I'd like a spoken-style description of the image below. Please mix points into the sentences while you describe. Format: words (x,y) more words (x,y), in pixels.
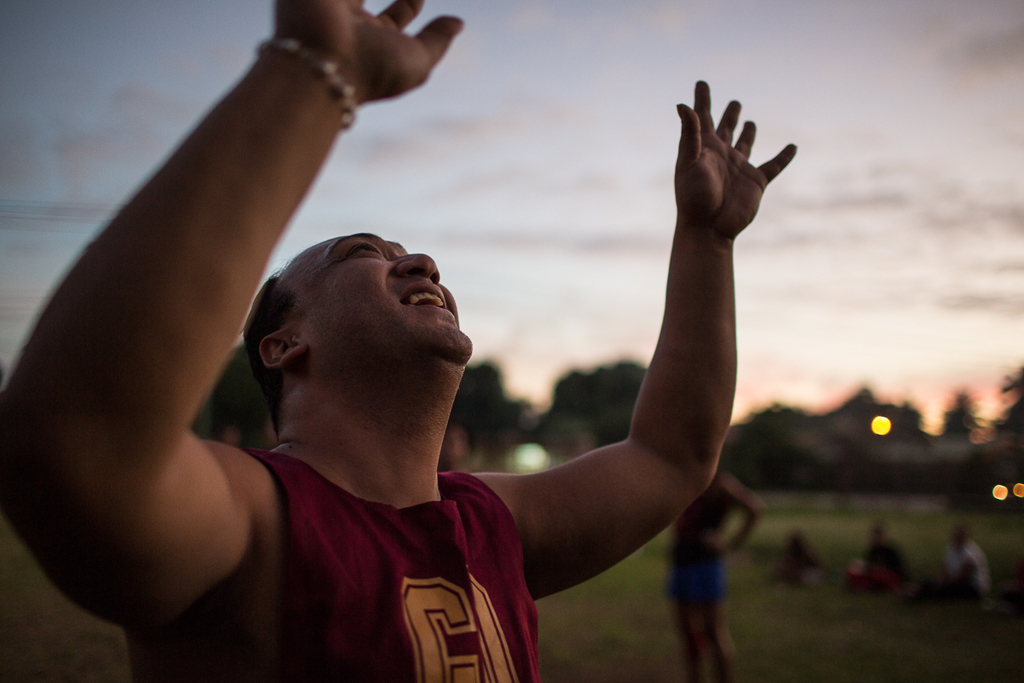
In this image we can see persons (723,570) sitting and standing on the ground (741,591). In the background (672,197) there are sky (737,258) with clouds (533,243) and trees (945,479).
